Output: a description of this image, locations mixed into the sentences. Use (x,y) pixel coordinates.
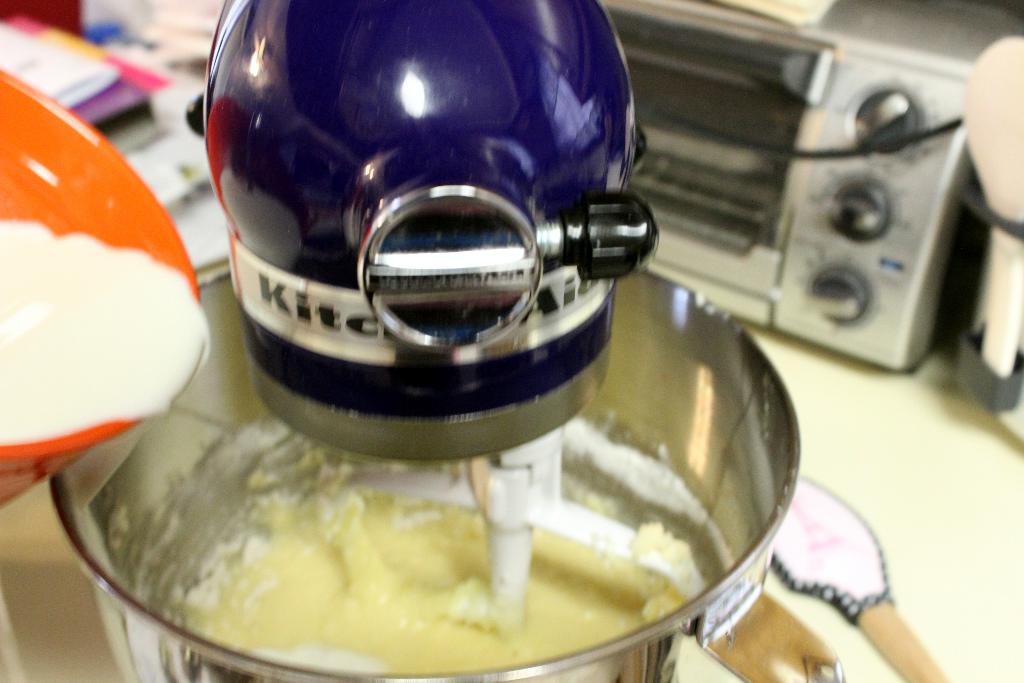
In the image there is a blending machine (370,401), inside that there is some item (417,559) and on the left side (146,242) some dish (42,319) is being poured into the blender (402,383), in the background (796,238) there is an oven (872,236).
